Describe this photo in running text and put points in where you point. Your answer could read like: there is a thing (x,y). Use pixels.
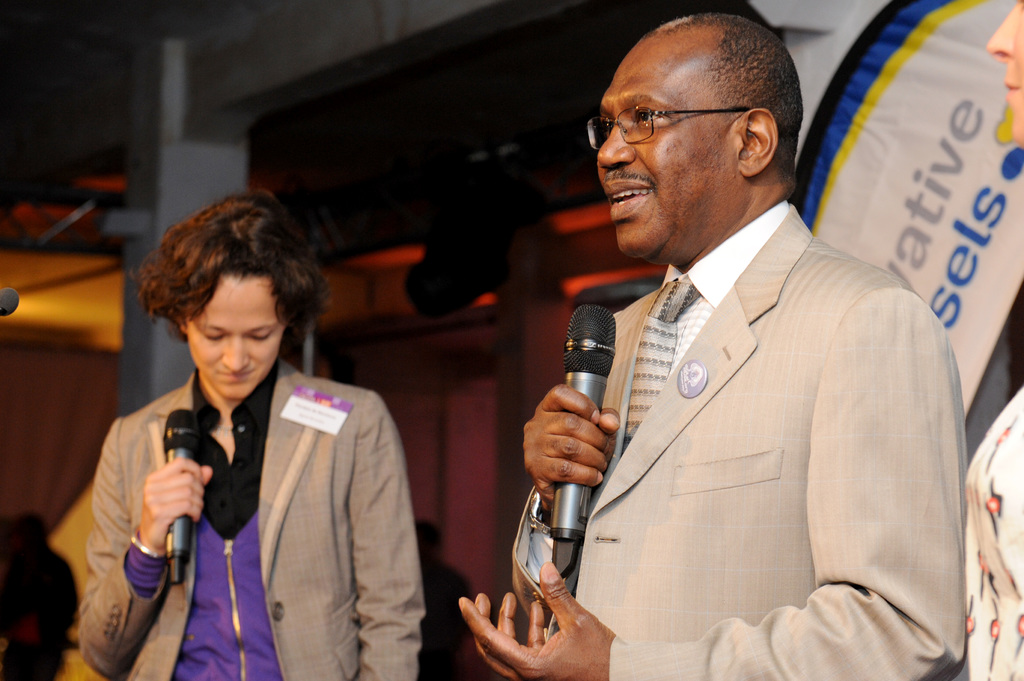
On the right corner of the picture (991,488), woman (1006,534) wearing white shirt (982,465) is standing and beside her, man (759,372) in white shirt (702,305) and beige blazer (698,552) is holding microphone (572,380) in his hand (582,424) and talking on it. On the left corner of the picture (192,436), woman (240,575) in violet t-shirt (236,605) is also holding microphone (181,417) in her hand (158,504). Behind them, we see a banner (924,148) with some text (951,166) written on it and we even see a grey color pillar (207,159).
